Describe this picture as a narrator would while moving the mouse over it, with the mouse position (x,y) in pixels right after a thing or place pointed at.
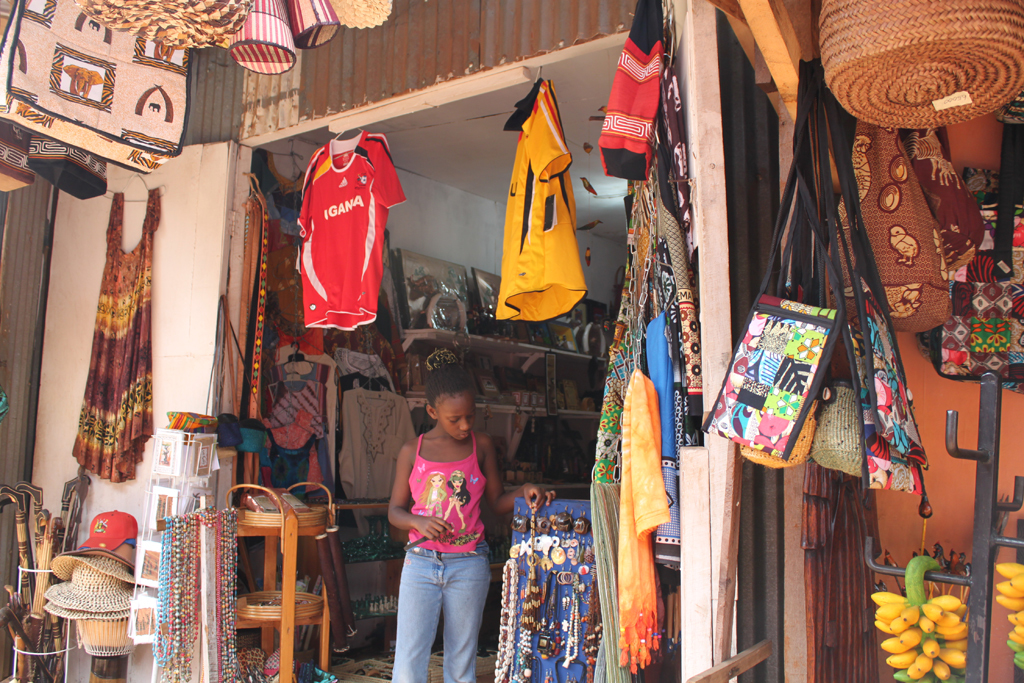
In this image I can see a girl (446,521) wearing pink shirt (462,511) and blue jeans (446,587) is standing and holding a chain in her hand (541,488). I can see few clothes (368,218) hanged, few chains (204,515), few caps (122,619), few sticks (19,529), few bags (781,388), few bananas (942,641) and in the racks (529,366) I can see few other objects (521,395). In the background (433,230) I can see the white colored wall (447,222), some wooden furniture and few other objects (589,341).
